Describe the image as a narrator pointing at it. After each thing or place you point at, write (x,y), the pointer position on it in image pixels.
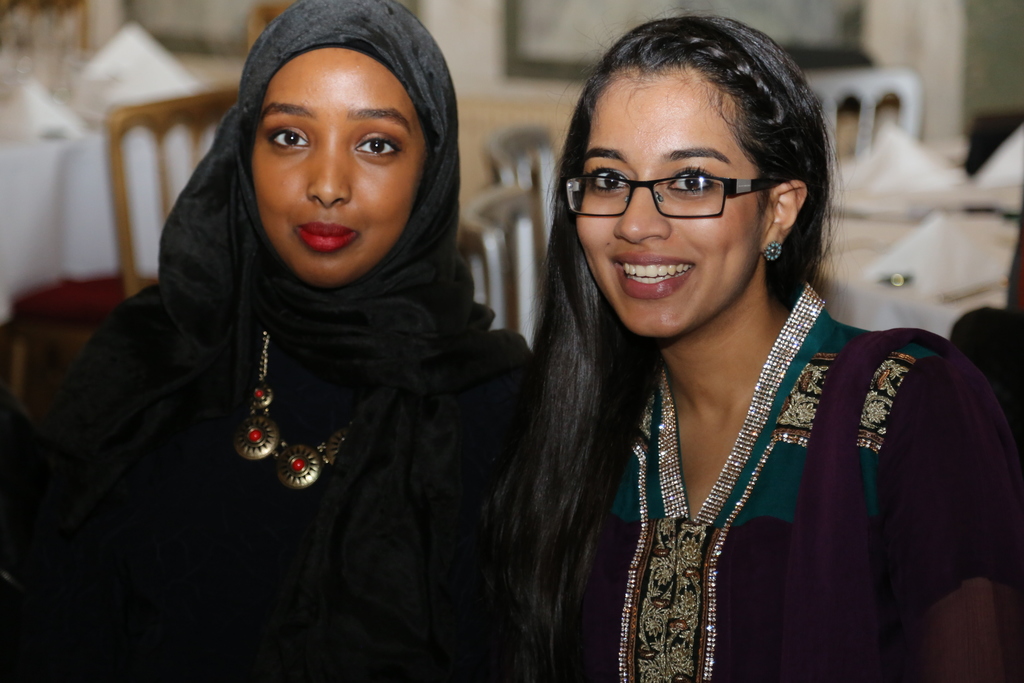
In this picture we can see two girls (528,376), standing in the front (428,339), smiling and giving a pose to the camera. Behind there are some dining table (865,203) and chairs (876,113).
